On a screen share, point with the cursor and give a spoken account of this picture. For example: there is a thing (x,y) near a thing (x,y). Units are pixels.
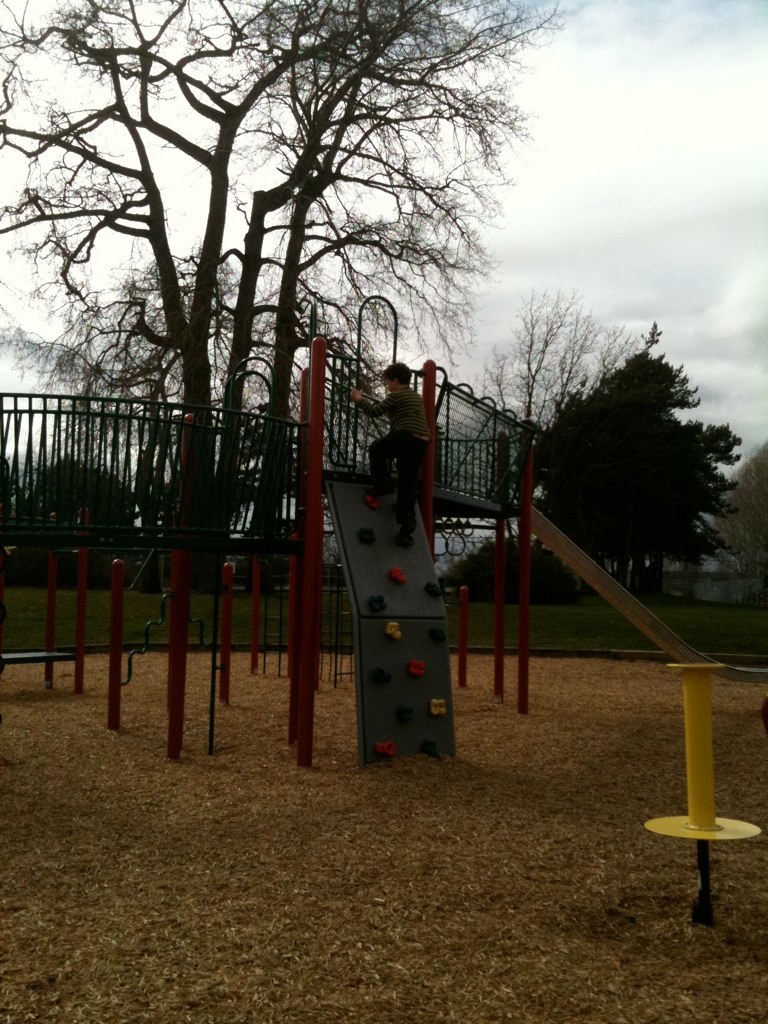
In this image I can see grille (180,478), rods (179,630), boy (409,441), trees (654,430), grass (514,630), cloudy sky (540,274) and objects (413,593).
